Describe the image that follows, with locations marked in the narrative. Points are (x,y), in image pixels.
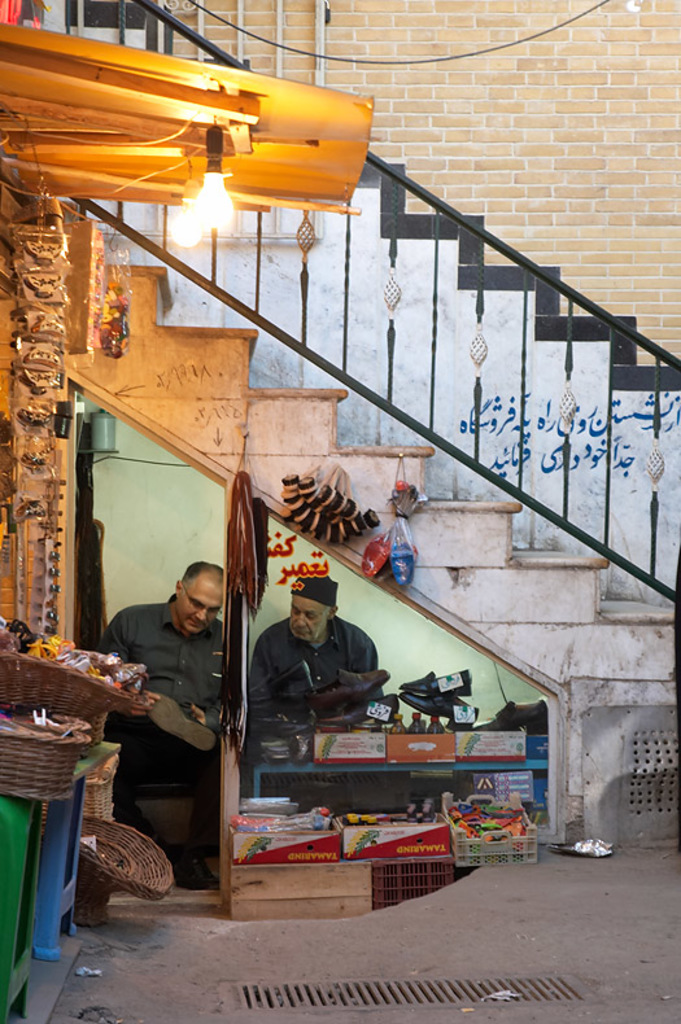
This is the picture of building (529,112). In this image there are two persons (158,696) sitting under the staircase (635,817) and there are shoes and bottles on the table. There are objects (360,818) in the basket (527,823). On the left side of the image (38,639) there are lights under the tent (157,132) and there are objects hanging and there are objects (107,676) in the baskets (14,674) and there are baskets (130,851) on the stools (51,859). At the bottom (398,1005) there is a manhole (543,986). At the back (551,162) there is a building (474,131) and there are pipes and there is a window (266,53) on the wall (401,52) and there is a staircase (636,601). At the top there is a wire (435,60).
